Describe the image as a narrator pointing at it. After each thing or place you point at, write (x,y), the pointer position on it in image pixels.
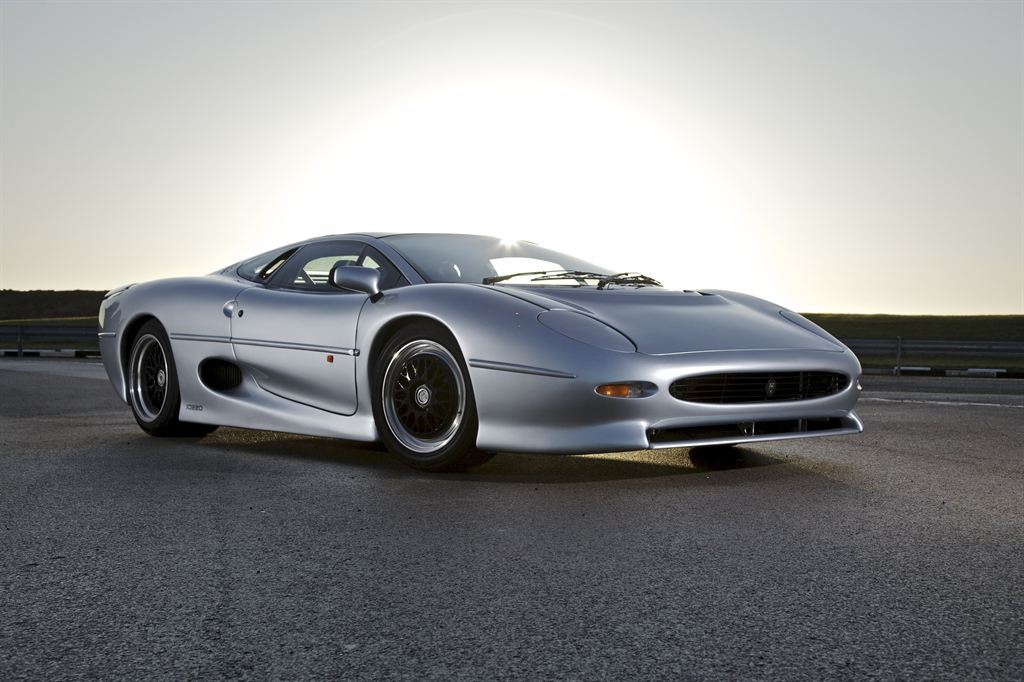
In this image there is a car (554,401), there is road (536,600) towards the bottom of the image (413,579), there is a roadside barrier (926,348), there is the sky (416,84) towards the top of the image (590,83), there is the sun (509,223) in the sky (551,208).
